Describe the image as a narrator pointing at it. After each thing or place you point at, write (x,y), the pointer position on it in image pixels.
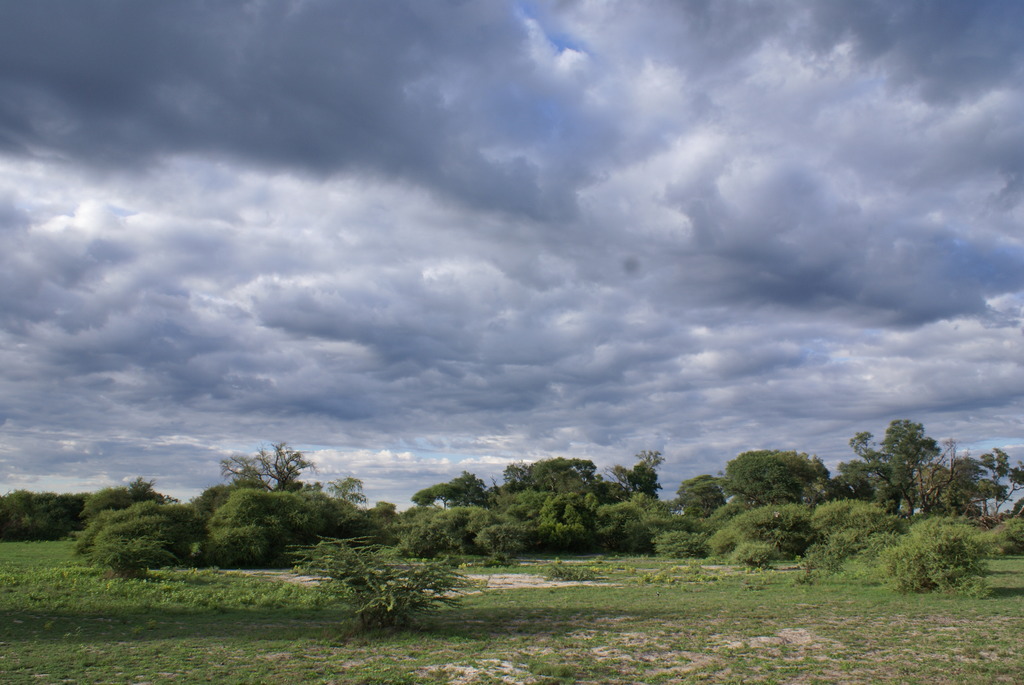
In the picture we can see the grass (629,666), trees (374,530) and the sky (496,375) with clouds (489,304).
